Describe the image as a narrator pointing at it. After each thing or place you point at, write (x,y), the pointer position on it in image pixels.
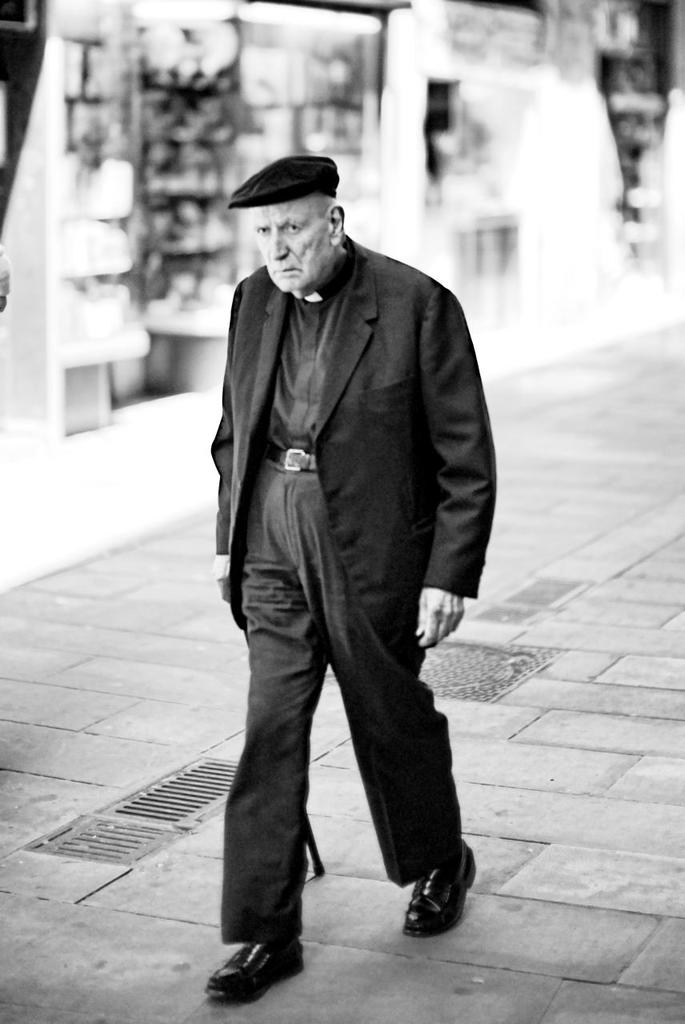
In this image I can see a person (346,513) is walking and wearing black color dress (377,477). The image is in black and white.
